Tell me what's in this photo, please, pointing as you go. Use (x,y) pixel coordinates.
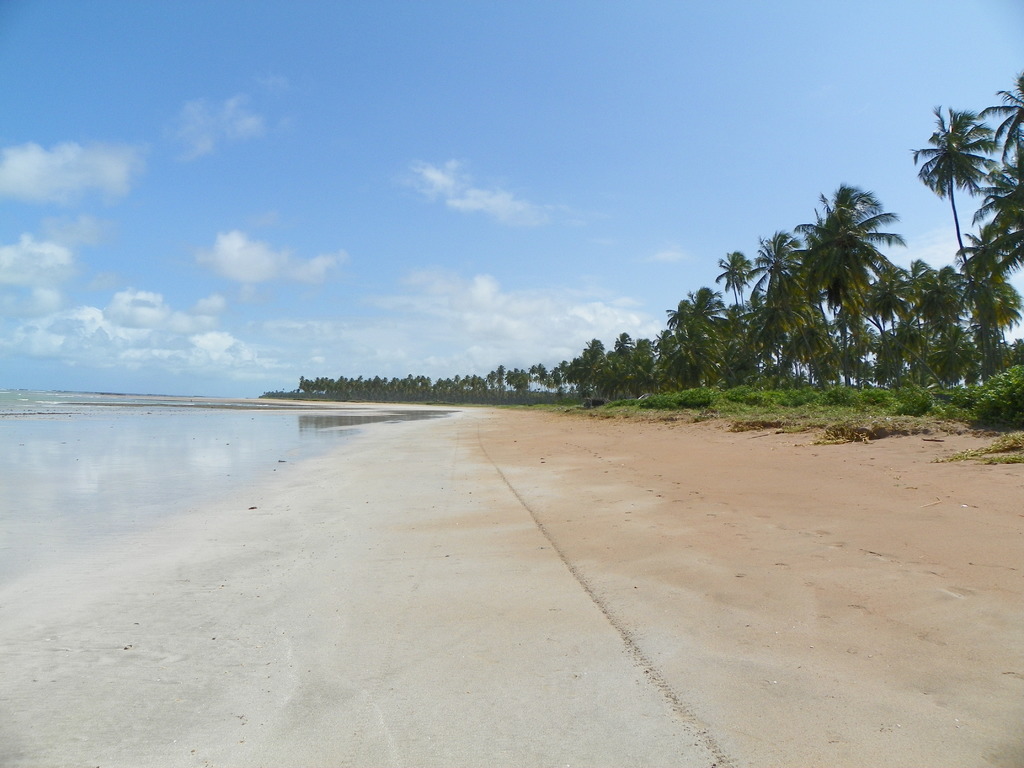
Here I can see the beach (589,553). On the left side (66,418) there are some water (166,444). On the right side (829,353) I can see the trees (851,367) and On the top of the image (283,95) I can see the sky (78,102) and clouds (10,273).
